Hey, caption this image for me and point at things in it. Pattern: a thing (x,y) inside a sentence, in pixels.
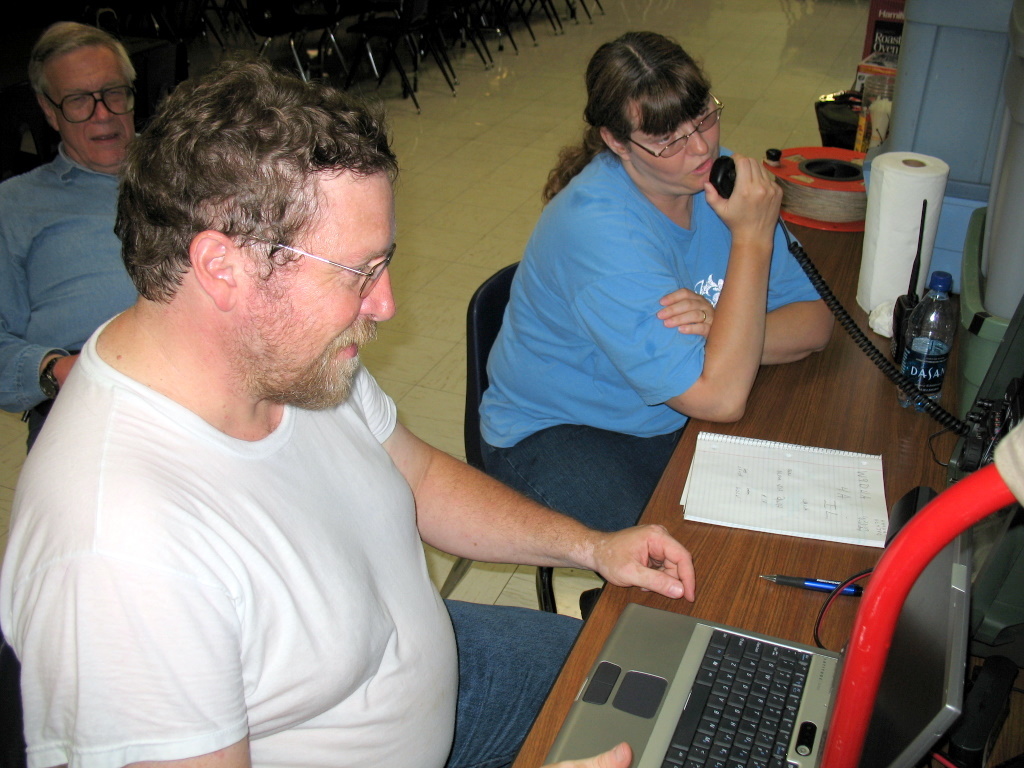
In this image there are three persons (207,272) sitting on the chair (488,312), there are group of chairs (349,32) truncated towards the top of the image (380,21), there are objects (840,459) on the table (839,436), there is a laptop (674,688) on the table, there are objects (886,612) truncated towards the right of the image (1009,279), there are objects (864,79) on the ground (792,32).
